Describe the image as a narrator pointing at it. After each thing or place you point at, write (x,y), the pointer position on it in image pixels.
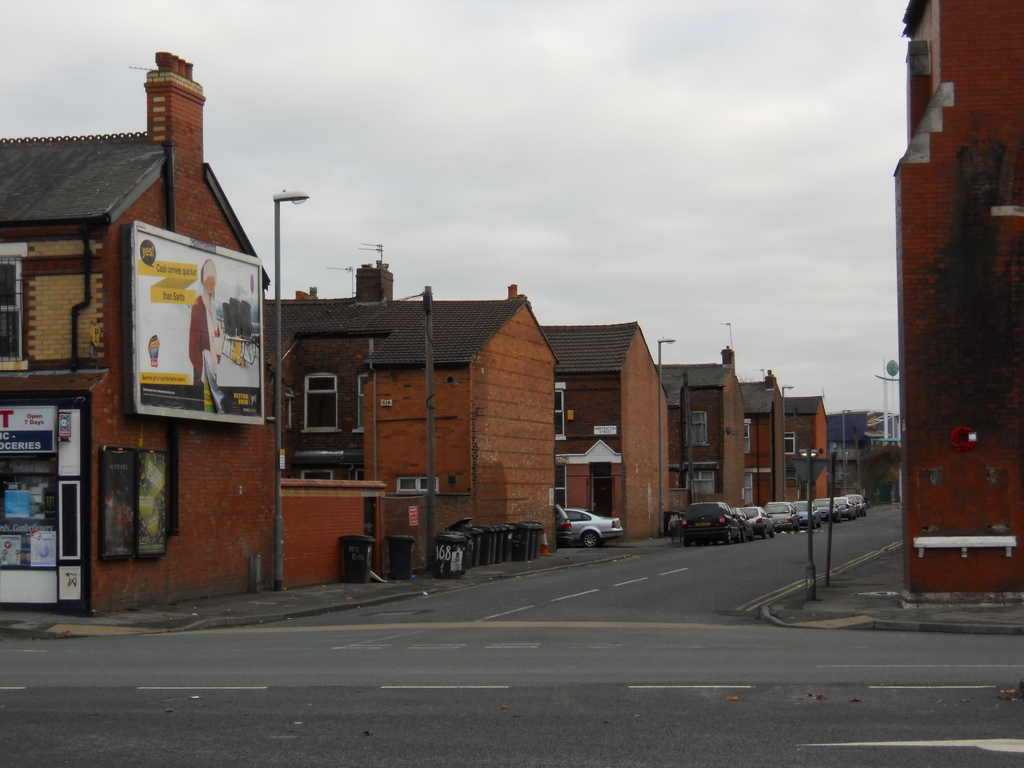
In this image on the right side (947,310) there is a building wall (900,412), two poles (810,534) visible in front of the wall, in the middle (540,450) there are buildings (442,450), in front of buildings (772,486) there is a road (738,565), on which there are vehicles (701,537), poles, containers (437,557), stopper (543,542) kept in front of the wall (329,565), at the top (602,92) there is the sky (734,81), on the left side (57,379) there is a building (15,388), on which there is a board (214,287), on the board (198,267) there is a person image (202,310) and text (172,274). At the bottom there is a road (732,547).
